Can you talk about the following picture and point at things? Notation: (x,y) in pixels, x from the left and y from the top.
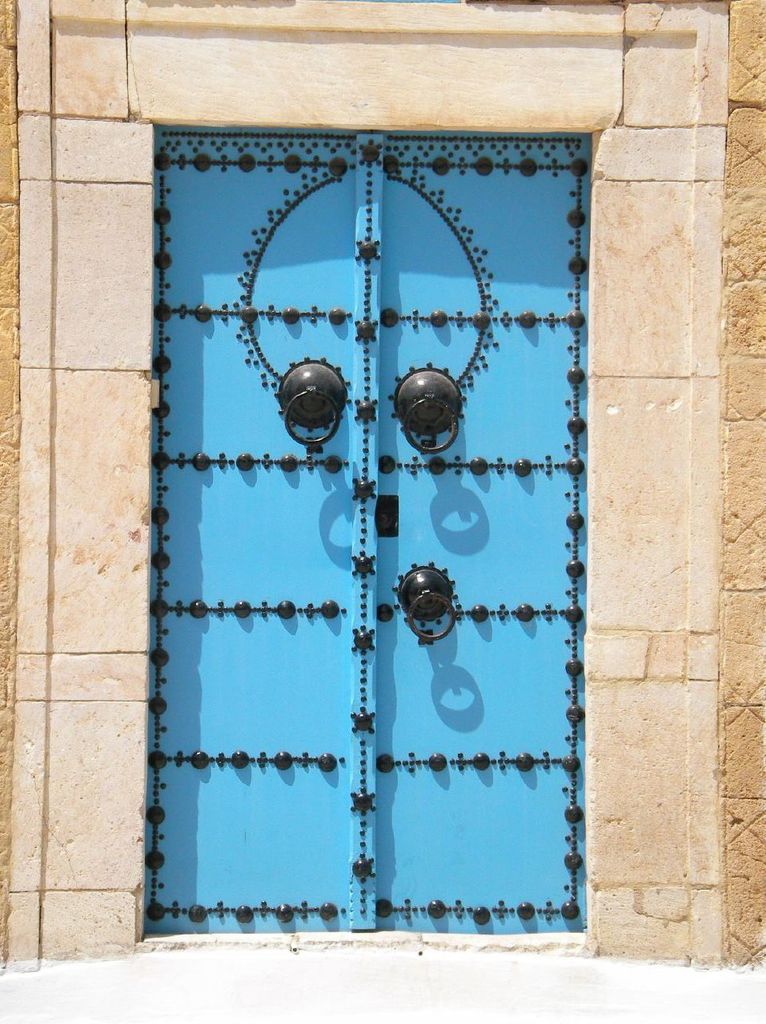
In this image we can see a wall (91,175) and blue door (441,393).
